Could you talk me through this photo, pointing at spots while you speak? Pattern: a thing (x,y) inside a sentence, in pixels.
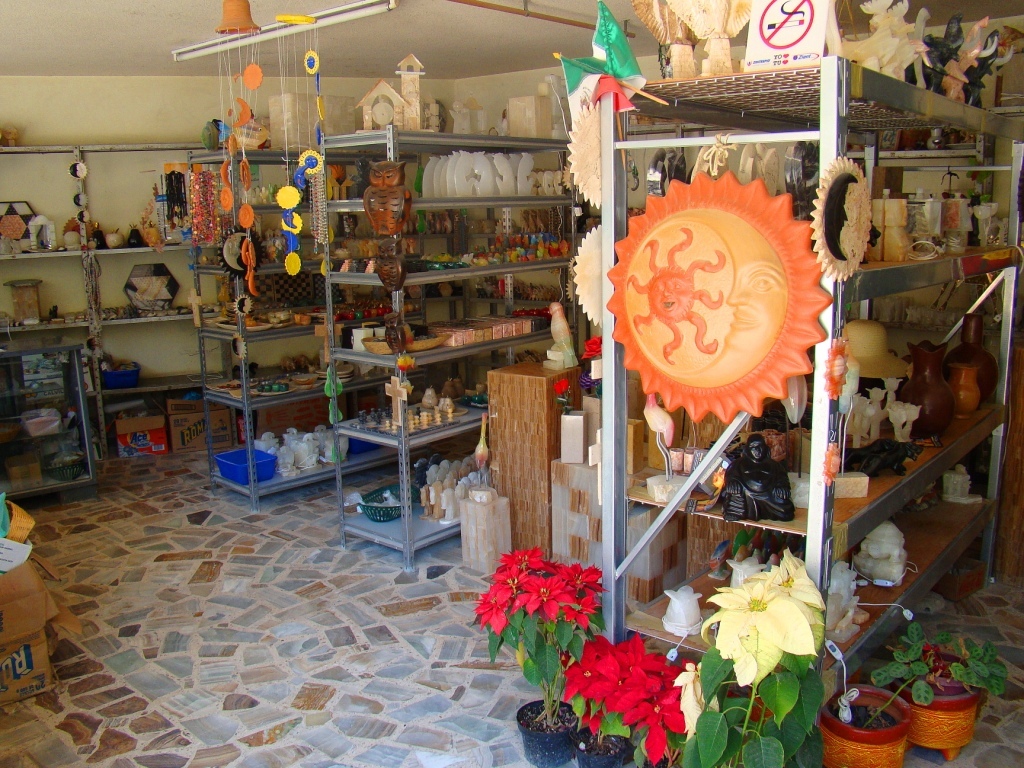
On the right side (918,275), we see a rack (913,260) in which many statues (862,64) are placed. Beside that, we see a wooden table (516,484). At the bottom (421,696), we see the floor (415,710) and the flowerpots (560,751). We see the plants (534,658) and the flowers (586,680) are in red and yellow color. On the left side (43,678), we see a carton box (47,659) and box (19,556) in yellow and white color. In the background (177,377), we see the racks (351,357) in which many statues (270,443) and some other objects (279,187) are placed. At the top (359,63), we see the ceiling (528,56) of the room (355,54).
